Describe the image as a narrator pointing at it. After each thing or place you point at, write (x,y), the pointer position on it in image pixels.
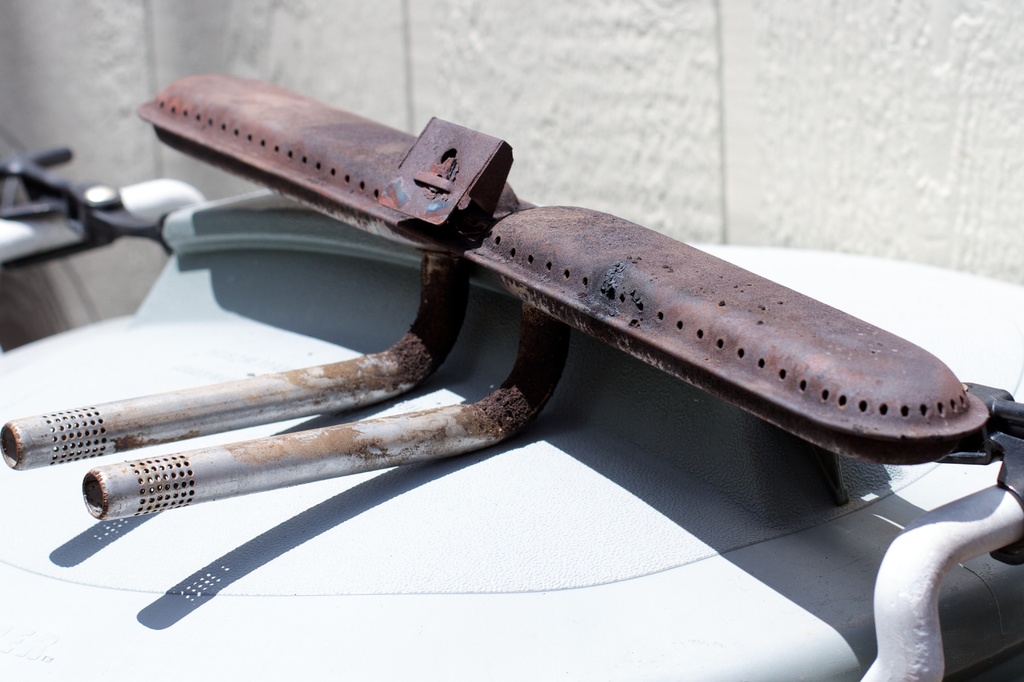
This looks like an iron instrument (399,357), which is placed on the white object (646,575). I think it has rust (325,167) on it. This is the wall (599,53).
